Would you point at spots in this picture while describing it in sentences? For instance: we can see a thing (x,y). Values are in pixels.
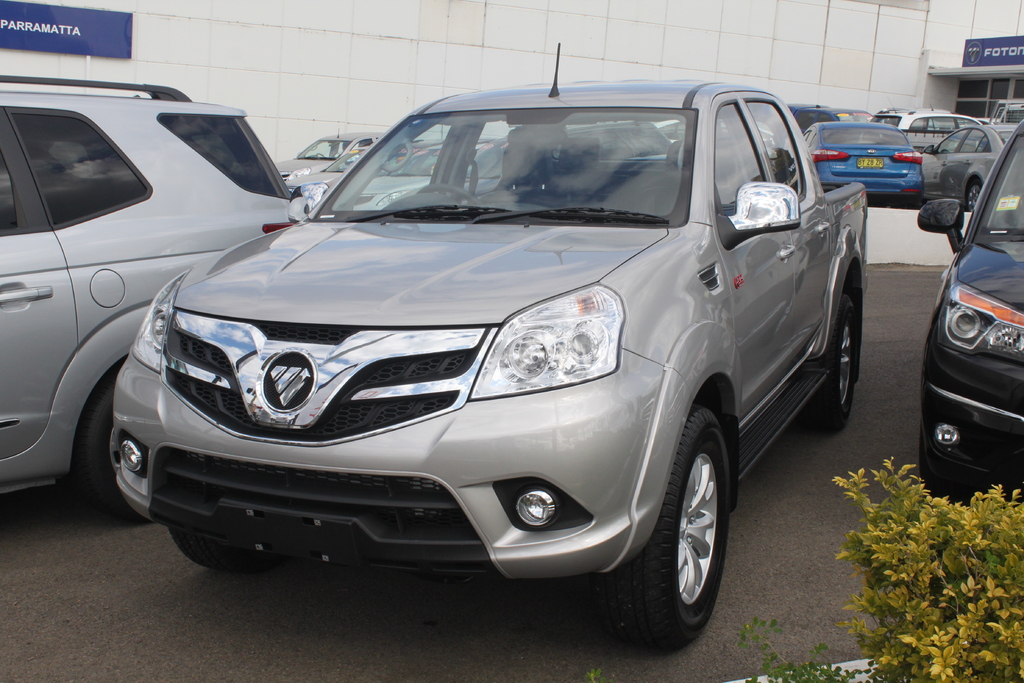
In this picture there is a car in the center of the image (538,410) and there are other cars (956,467) on the right (849,176) and left side of the image (97,155).
